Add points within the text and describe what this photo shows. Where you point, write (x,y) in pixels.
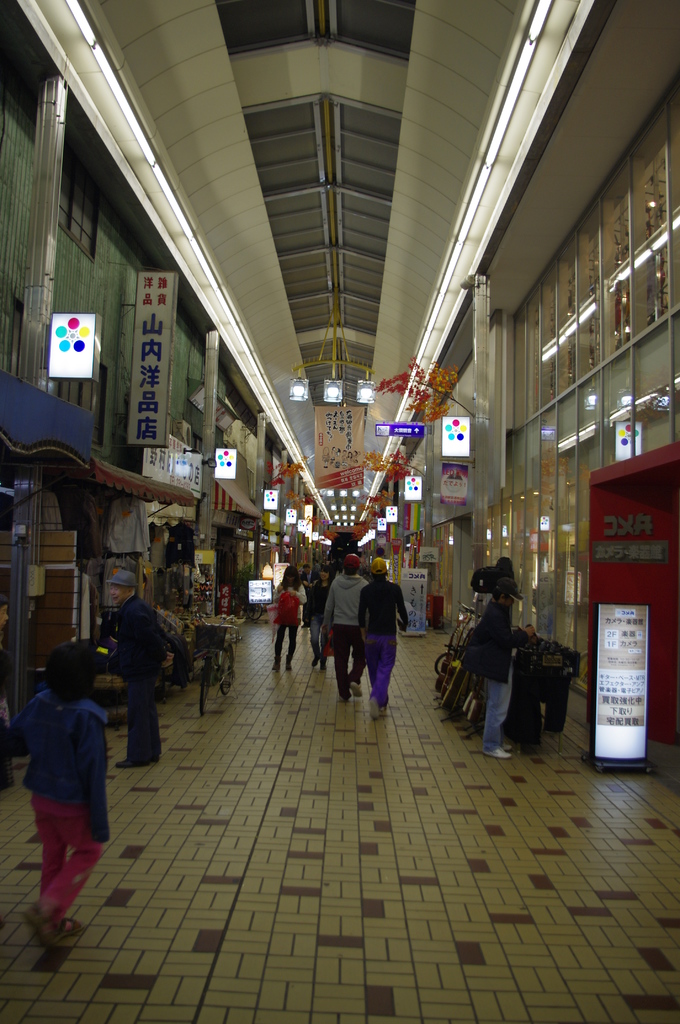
In this image there are few people (310,599) walking. On the either sides of the image there are wall (494,497). There are windows (69,219) and boards (148,403) to the wall (435,470). At the top (312,213) there is a ceiling (365,199). There are lights (303,383) hanging to the ceiling (300,359). There are few boards (625,673) on the ground (23,866).
